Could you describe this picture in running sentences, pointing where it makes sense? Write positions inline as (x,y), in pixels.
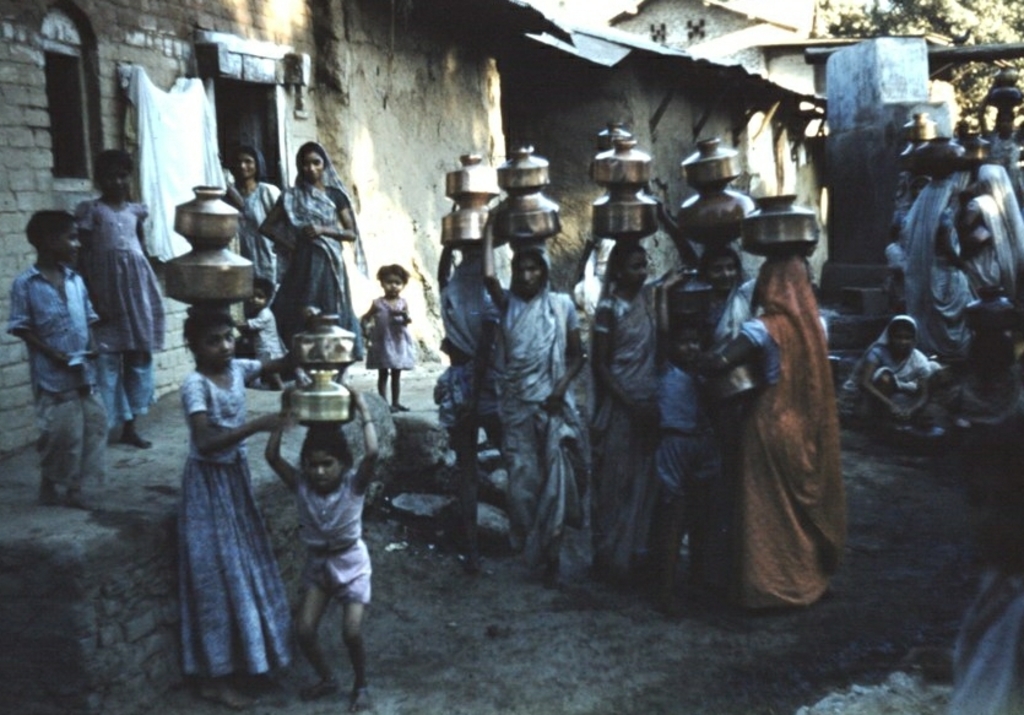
In this image I can see number of people (660,464). I can see most of them are carrying utensils (496,182) on their head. In the background (378,76) I can see buildings (433,47) and a tree (910,8).
